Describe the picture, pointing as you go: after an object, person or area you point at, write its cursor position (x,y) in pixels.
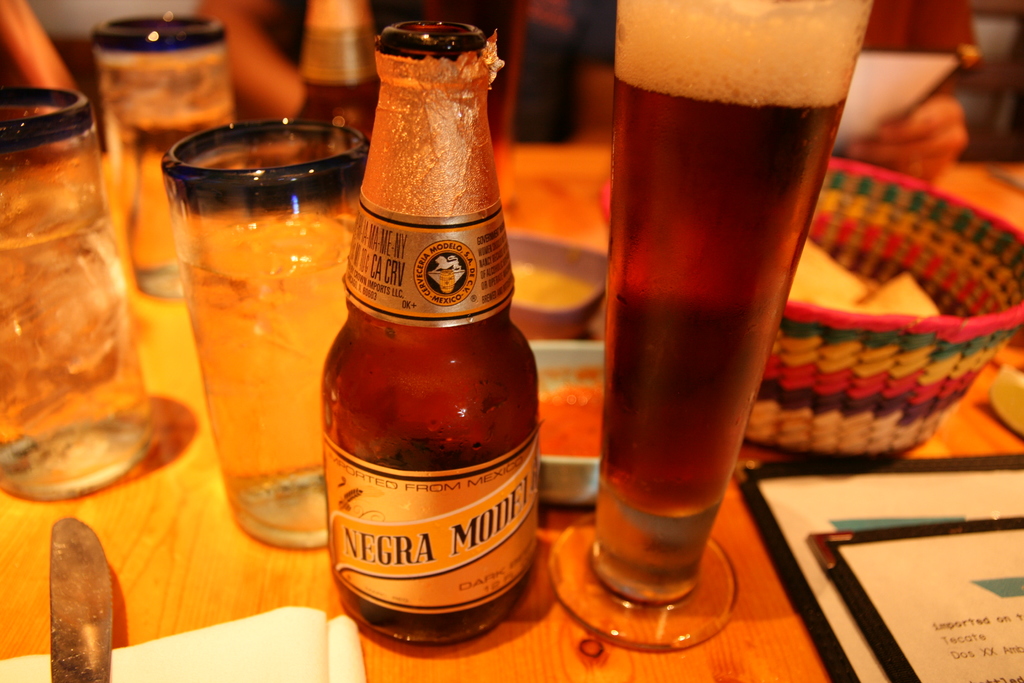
As we can see in the image there is a basket (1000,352), bottle (407,277) and glasses (191,292) on table (201,547).
